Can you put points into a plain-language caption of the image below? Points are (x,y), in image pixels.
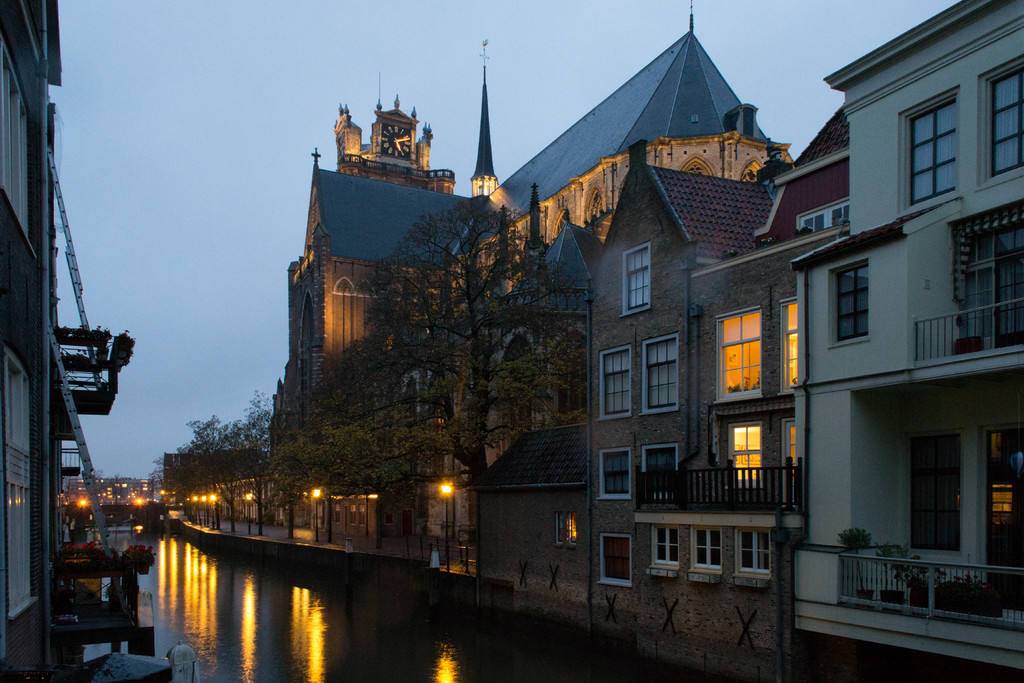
In the center of the image (490,331) we can see buildings (681,604), trees (431,479), lights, poles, windows (752,445), doors (790,446), grills (783,466), pots plants (857,529), ladder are there. At the top of the image (287,90) sky (318,114) is there. At the bottom of the image (380,613) water (399,613) is there.
